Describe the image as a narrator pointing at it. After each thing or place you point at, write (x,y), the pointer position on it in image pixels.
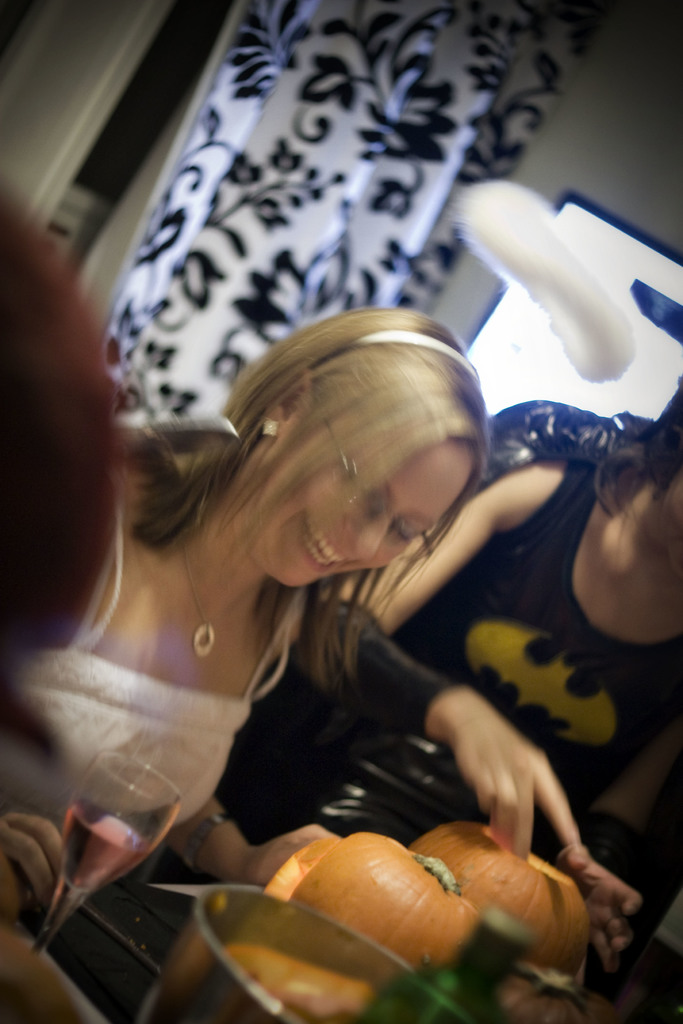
In this picture there is a woman (410,382) who is wearing spectacle (412,534), locket (211,626) and white dress (193,744). She is smiling. She is sitting near to the table (254,892). On the table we can see wine glass (139,830), bowls (236,969), pumpkins (549,938), water bottle (509,962) and other objects (86,1003). On the right (662,478) there is a woman (631,553) who is wearing batman t-shirt (543,531). In the background (4,69) we can see door (4,69) and window (562,345).
